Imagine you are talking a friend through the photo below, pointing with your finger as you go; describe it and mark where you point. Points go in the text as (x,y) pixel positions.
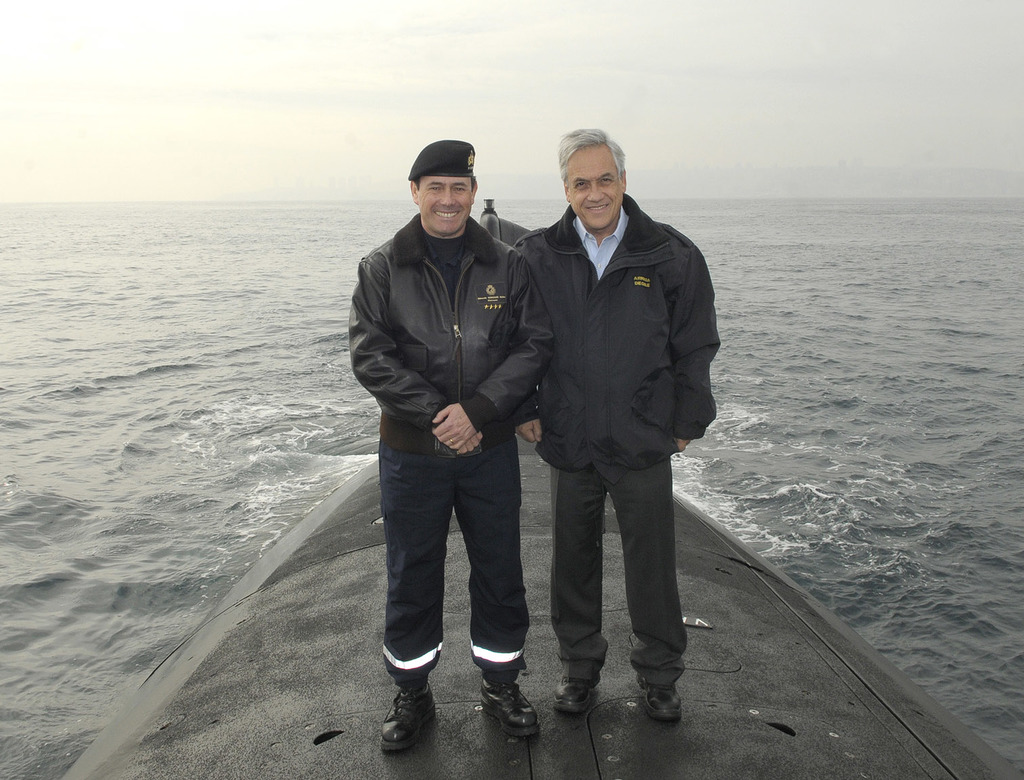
In this image we can see two men (556,339) standing on a submarine (690,609) which is in a large water body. On the backside (664,110) we can see the sky (633,82) which looks cloudy.
